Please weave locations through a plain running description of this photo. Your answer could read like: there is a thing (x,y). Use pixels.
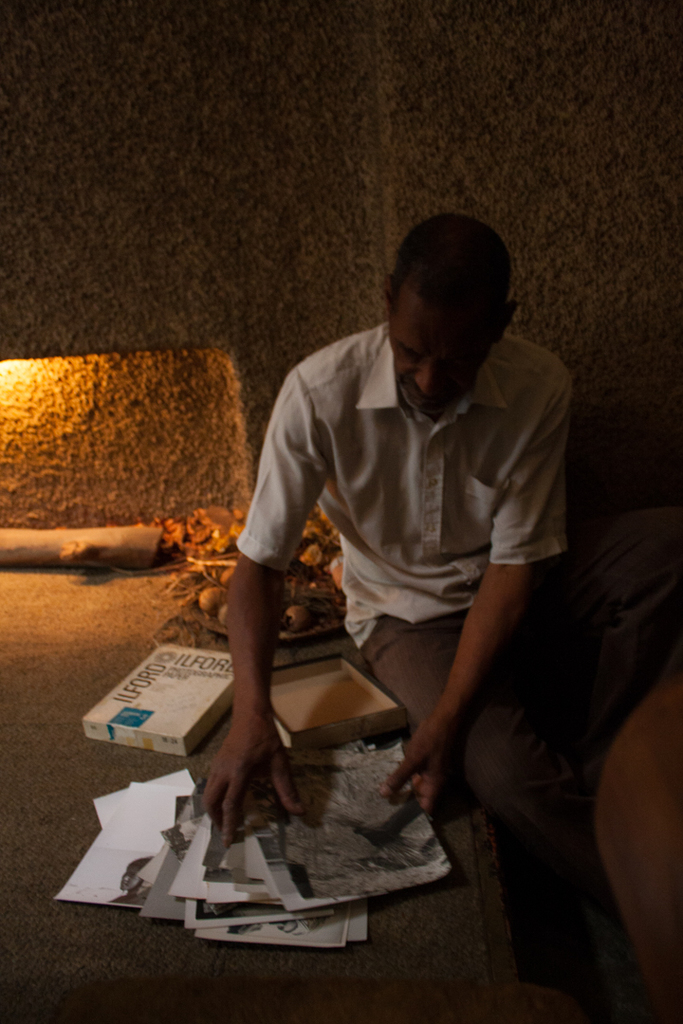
In this image a person (460,361) is sitting on the ground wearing white shirt (334,423). On the ground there are few papers (277,858), packets (201,679). Here there is a fireplace (73,433).
